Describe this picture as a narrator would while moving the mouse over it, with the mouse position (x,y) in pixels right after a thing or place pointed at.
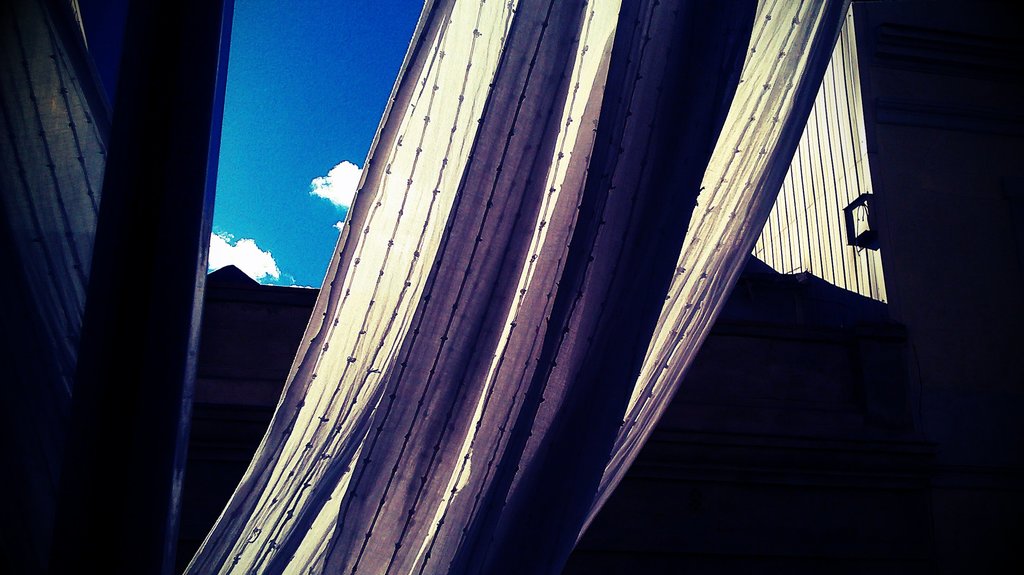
In the center of this picture (372,278) we can see an object (460,383) seems to be the curtain (528,179) and we can see some other objects (761,342). In the background (269,192) we can see the sky (284,183) with the clouds (244,261).
